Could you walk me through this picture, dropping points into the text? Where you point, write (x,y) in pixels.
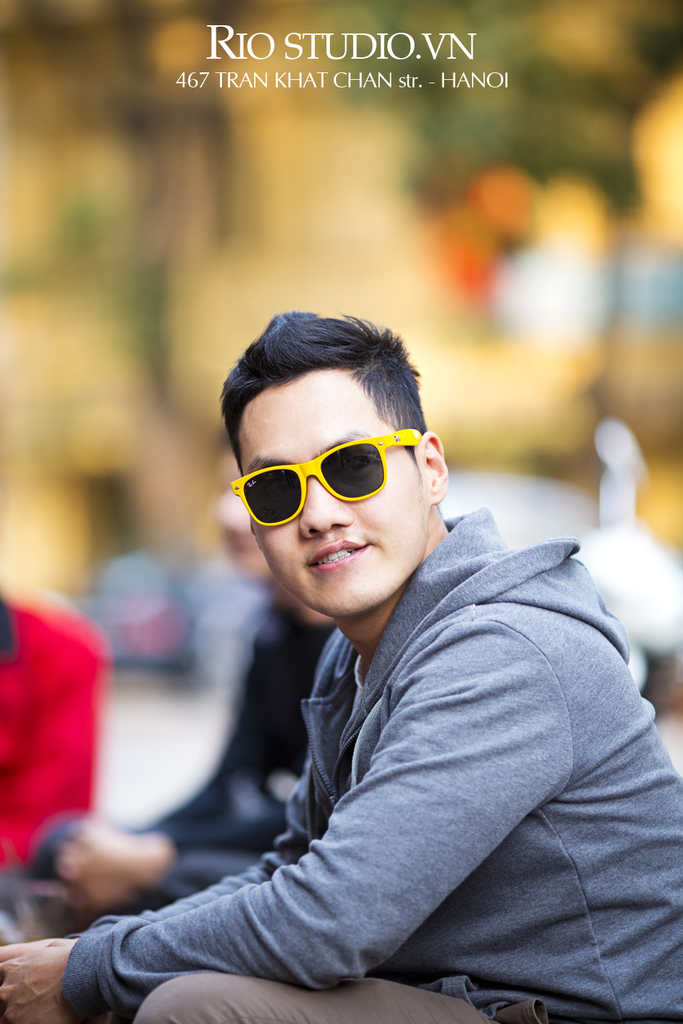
In this image, we can see a person (484,614) wearing clothes (377,721) and sunglasses (344,498). There is a text (292,88) at the top of the image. In the background (606,458), image is blurred.
